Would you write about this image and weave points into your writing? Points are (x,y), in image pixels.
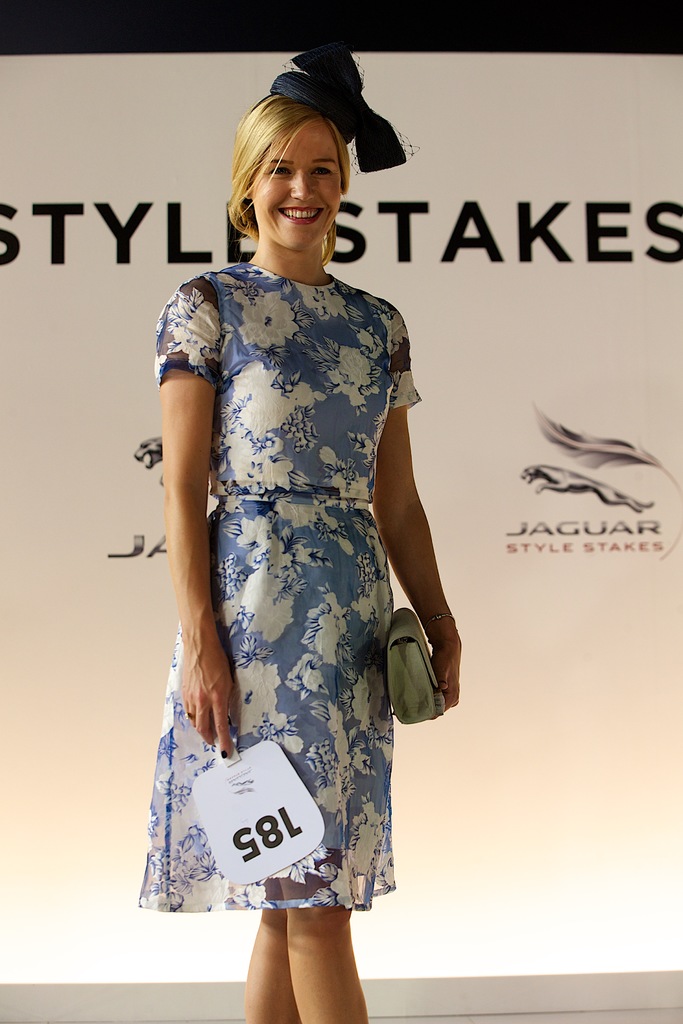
In the image there is a woman (358,645) standing and smiling, behind the woman (343,563) there is some poster (367,65) of few company names (604,460).
